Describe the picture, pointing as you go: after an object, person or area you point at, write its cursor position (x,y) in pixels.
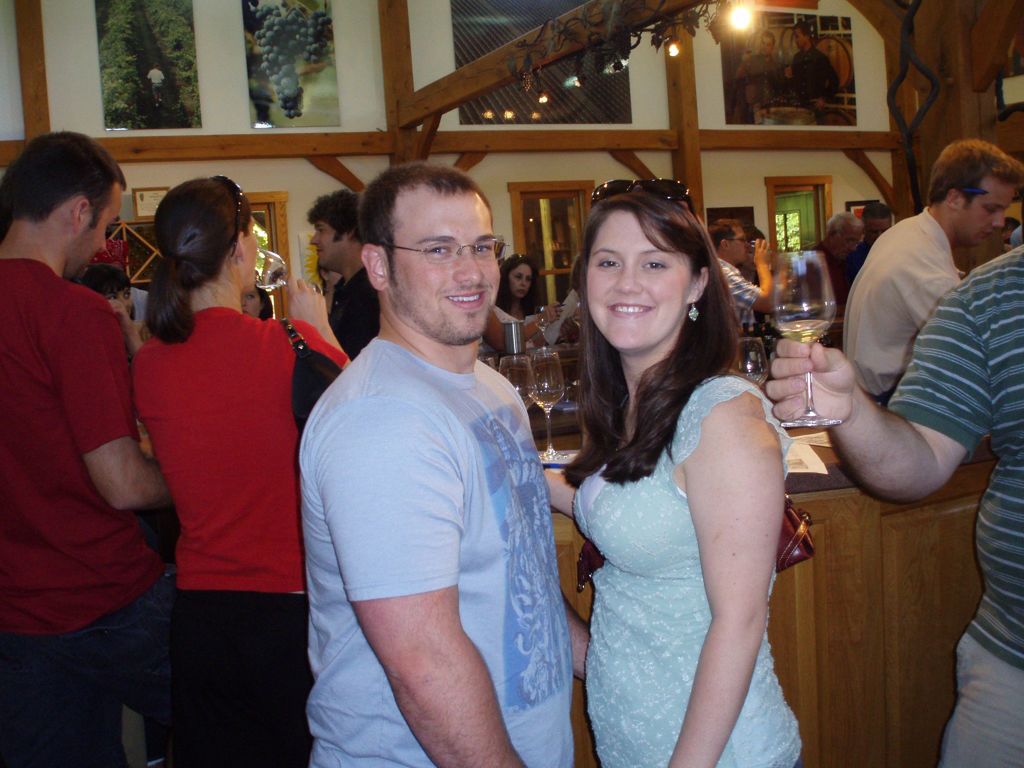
This image consists of many people (441,423). In the front (670,533), there are two persons (666,523) facing the camera. They are wearing blue dresses (505,432). In the background (547,116), we can see the posters (473,105) on the wall (507,158) along with the wooden blocks (792,143). At the top (741,12), there are lights (736,25).
